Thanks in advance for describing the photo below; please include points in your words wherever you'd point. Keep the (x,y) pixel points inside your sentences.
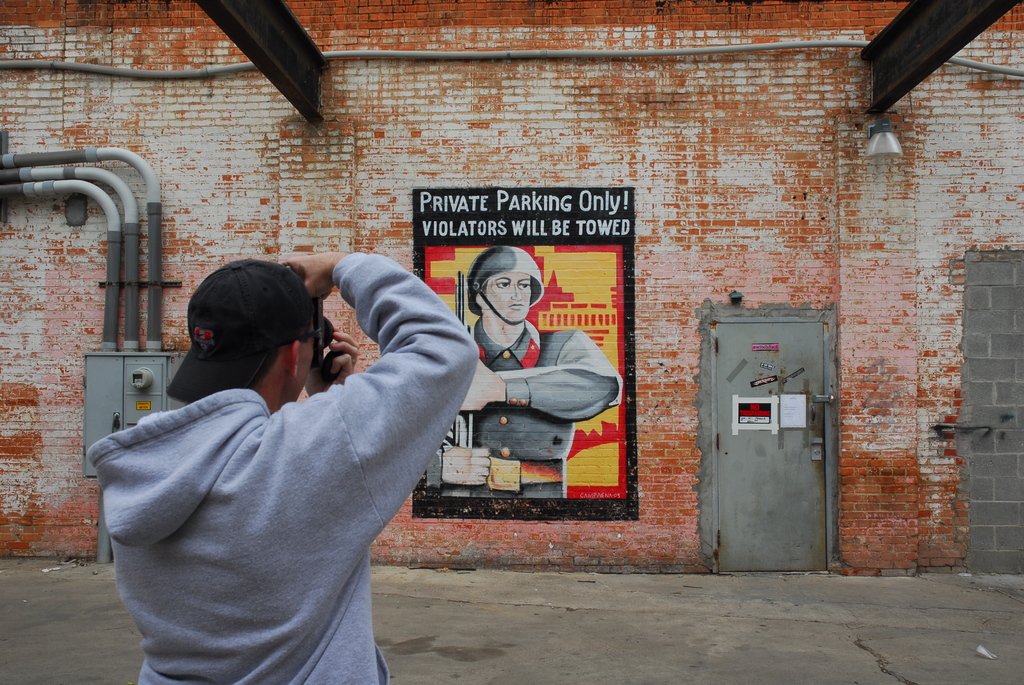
In this image we can see a man (235,380) is standing, and holding a camera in the hands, here is the door (738,473), here are the pipes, here is the wall (526,170), and painting (614,302) on it, here is the light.
